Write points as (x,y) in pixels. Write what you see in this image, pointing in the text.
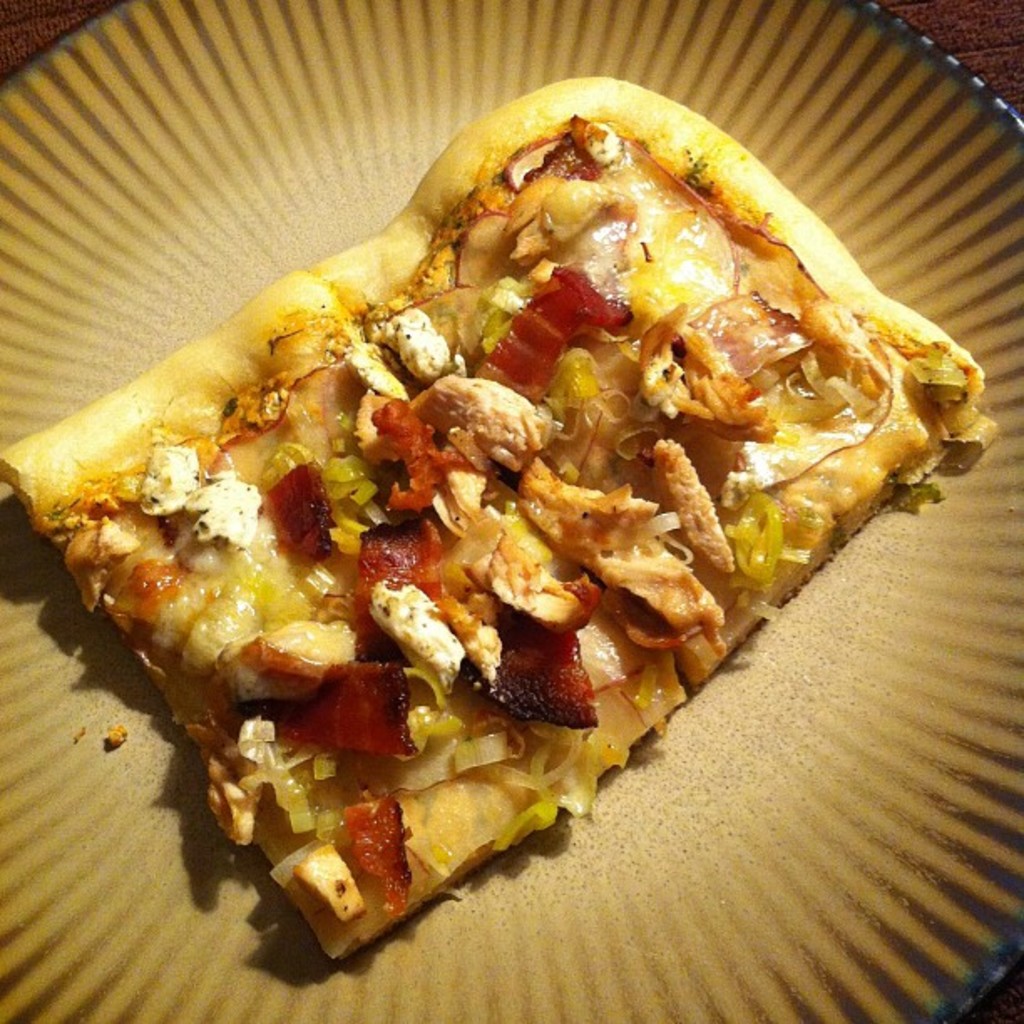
There is a pizza (806,249) on which there are vegetable pieces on the plate (887,146). And the background (997,46) is brown in color.
